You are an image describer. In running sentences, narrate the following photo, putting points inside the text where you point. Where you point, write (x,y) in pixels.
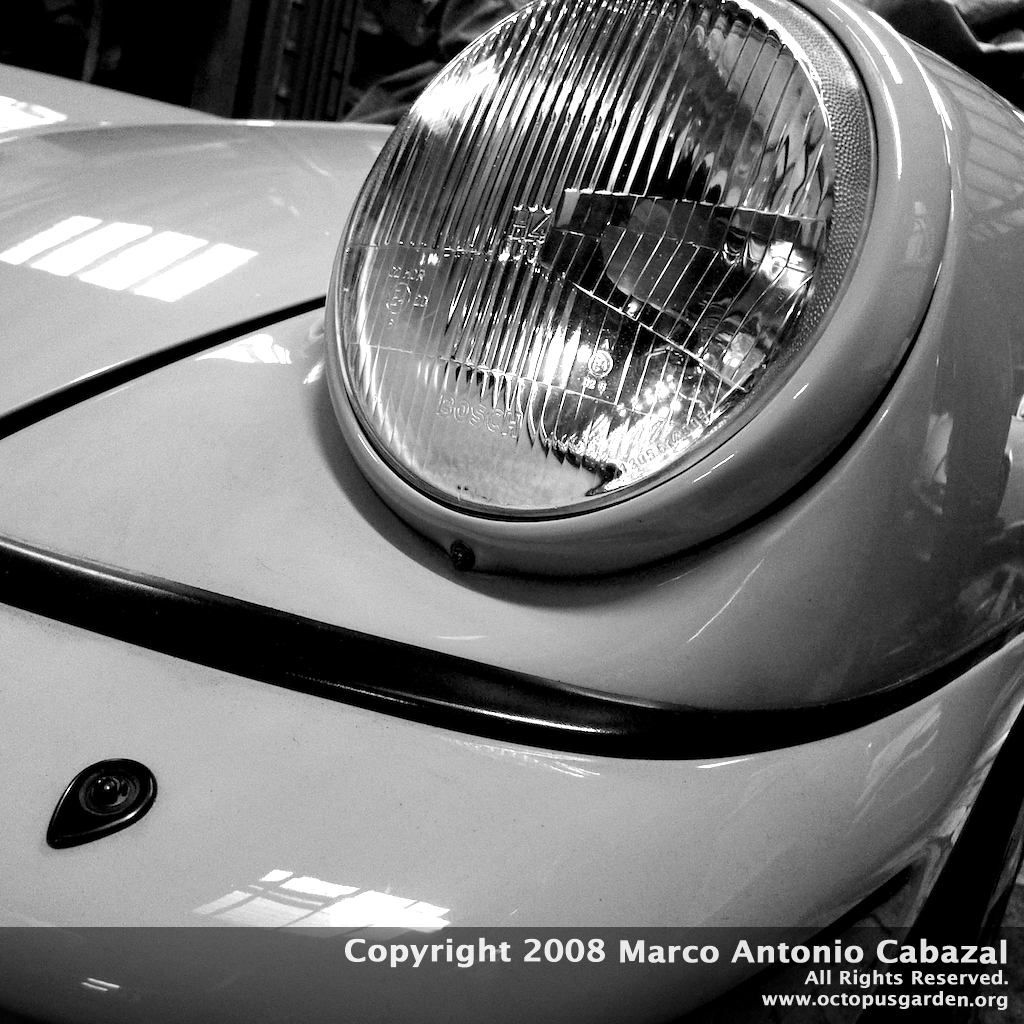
In this picture there is a vehicle (659,316) in the foreground (829,558). At the back (389,122) it looks like a person (430,3). At the bottom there is text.
